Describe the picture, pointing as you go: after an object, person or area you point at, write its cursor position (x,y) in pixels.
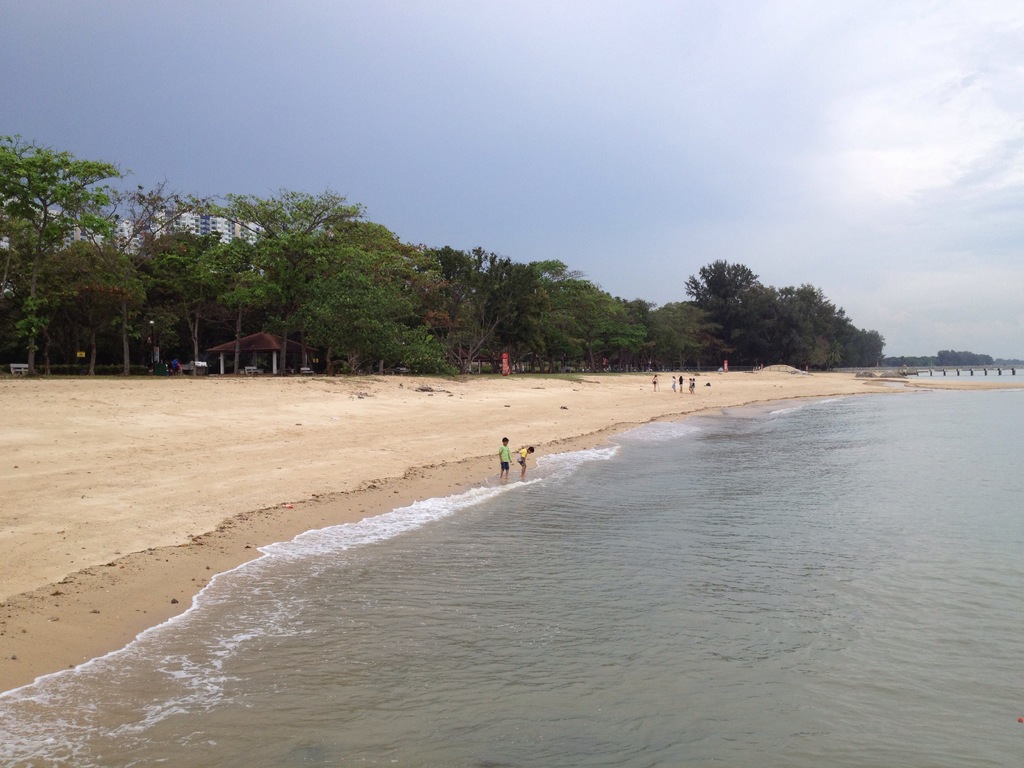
In the foreground of this picture (468,559), there is a beach (344,477) where we can see water (533,613), sand (296,385), trees (424,298), buildings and the sky (402,151).
